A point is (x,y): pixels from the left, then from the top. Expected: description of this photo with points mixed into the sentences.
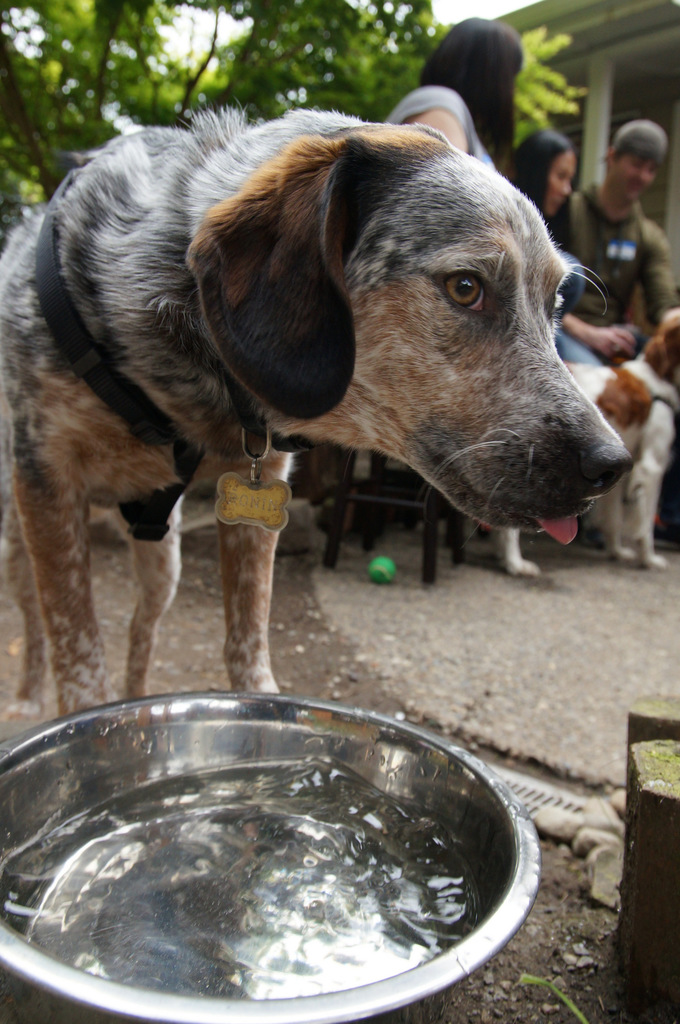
On the background of the picture (417,29) we can see a pillar (598,81), tree (573,108) and also three persons (553,181) sitting on the chairs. This is a ball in green colour. Here we can see one dog (191,198) standing and this is a bowl (204,989) with water (230,937).
